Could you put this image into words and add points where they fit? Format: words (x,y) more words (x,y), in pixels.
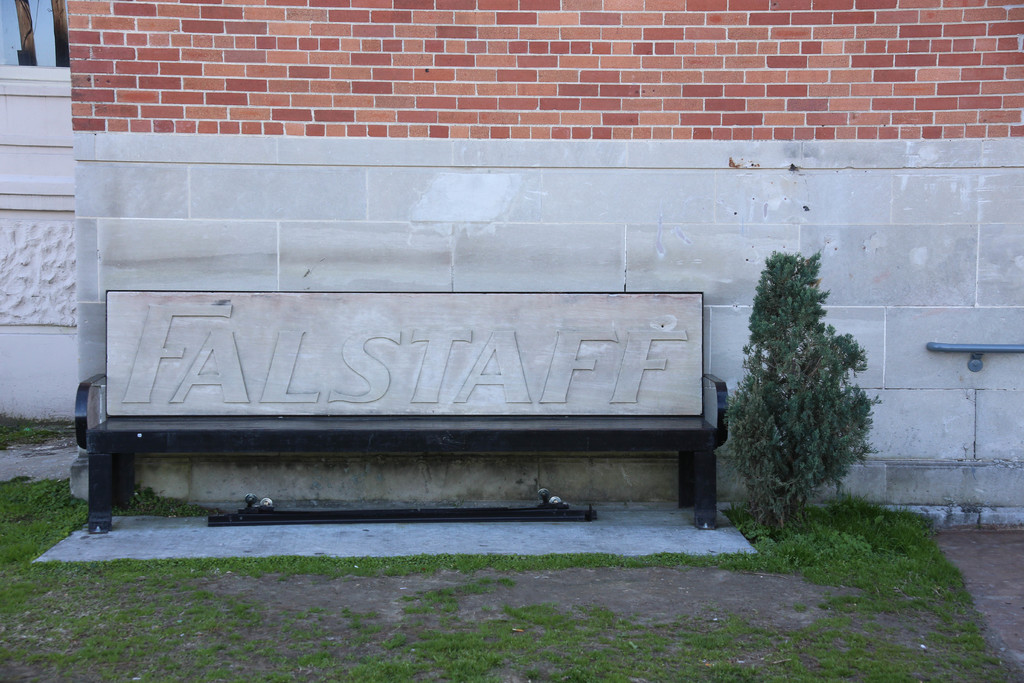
In this picture there is a plant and near this plant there is a brick wall (680,84) and at the bottom (577,559) there is a grass (371,627).
